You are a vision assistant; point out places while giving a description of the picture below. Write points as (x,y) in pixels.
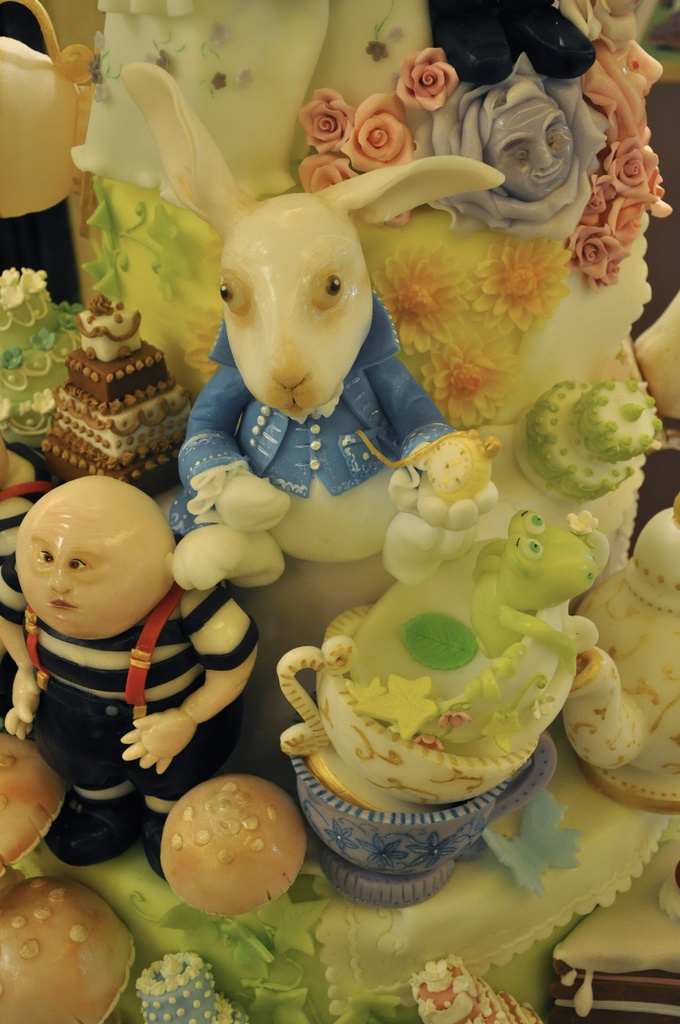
In this picture there are toys (73,767) in the center of the image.
